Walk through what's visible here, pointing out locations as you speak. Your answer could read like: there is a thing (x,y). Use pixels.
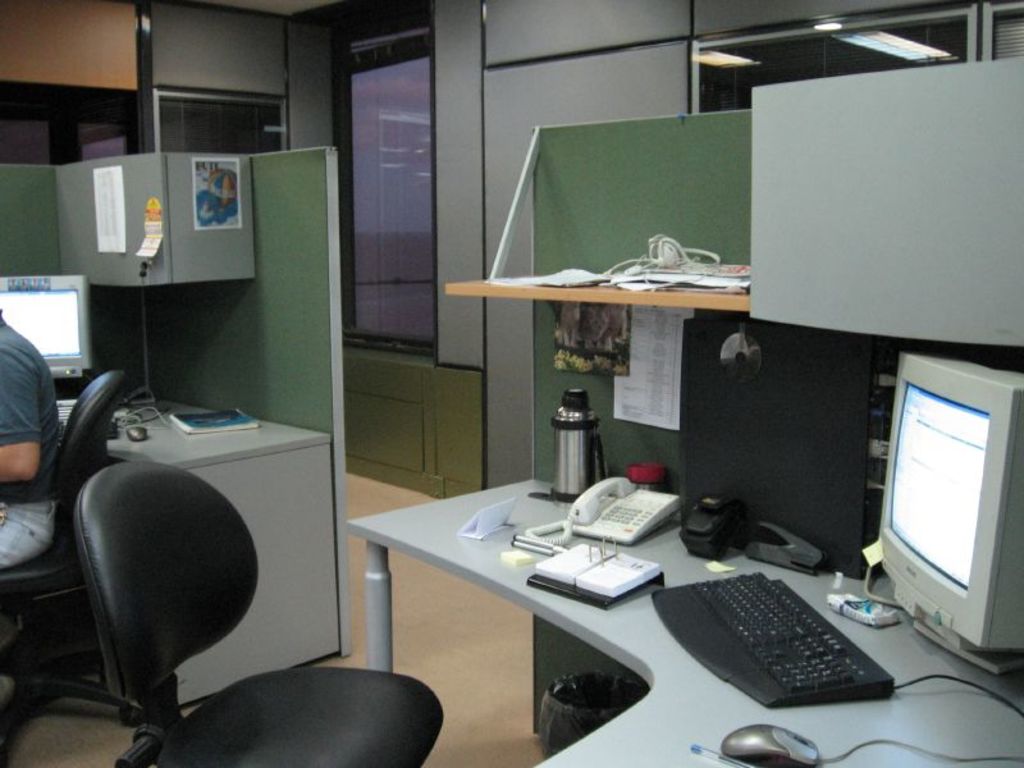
In the foreground of this image (537,542), there is a black chair (336,674) near a desk (643,640) on which monitor (919,575), keyboard (827,642), a flask (572,434), a mouse (738,753) and a pen (720,755) is placed on it. On left (24,450), there is a man (31,450) on chair (73,448) near a desk (186,436) where a monitor (32,319), mouse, cable (154,401) are placed. On top (71,63), we see a wall (530,71) and a glass window (414,232).
